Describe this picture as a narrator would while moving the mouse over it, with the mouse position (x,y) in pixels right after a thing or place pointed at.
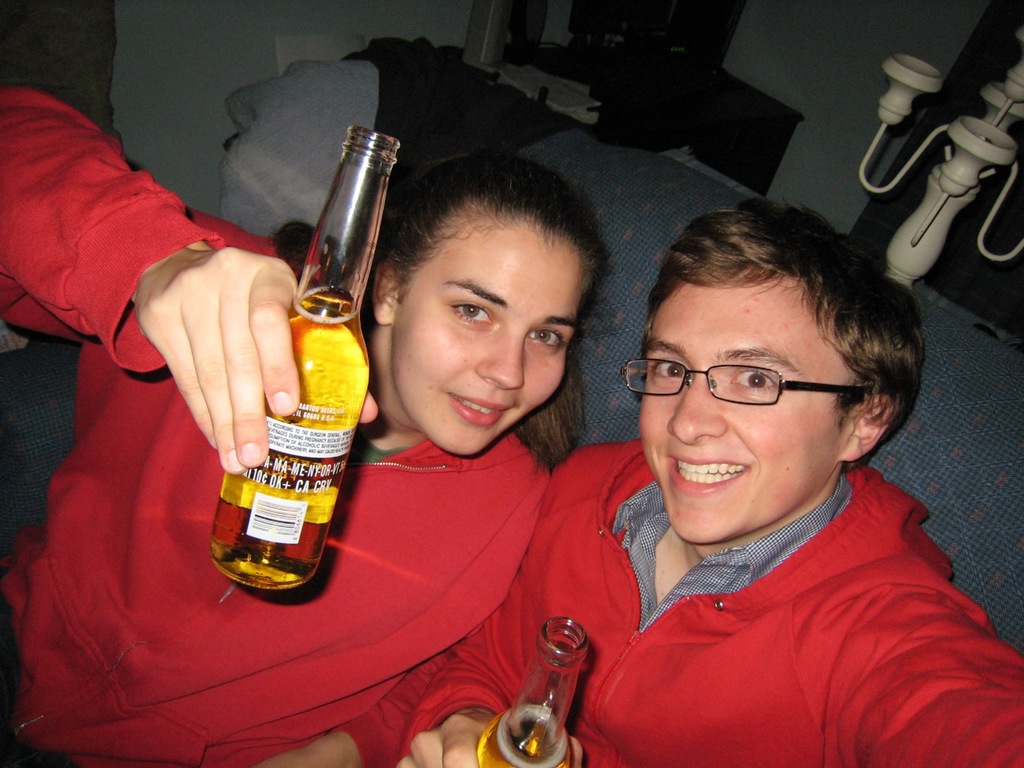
This picture is clicked inside a room (756,223). On the right corner of the picture (723,721), we see a man (739,605) in checkered shirt (742,569) is wearing red jacket (838,644). He is also wearing spectacles (632,375) and he is laughing. He is catching a beer bottle (536,761) in his hands (472,726). On the left corner of the picture (130,186), we see a woman (53,719) wearing a red jacket (117,328) is holding a beer bottle (267,586) in her hands (262,455) and she is also smiling and both of them are sitting in sofa (624,187). Behind the sofa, we see a wall (805,163).
